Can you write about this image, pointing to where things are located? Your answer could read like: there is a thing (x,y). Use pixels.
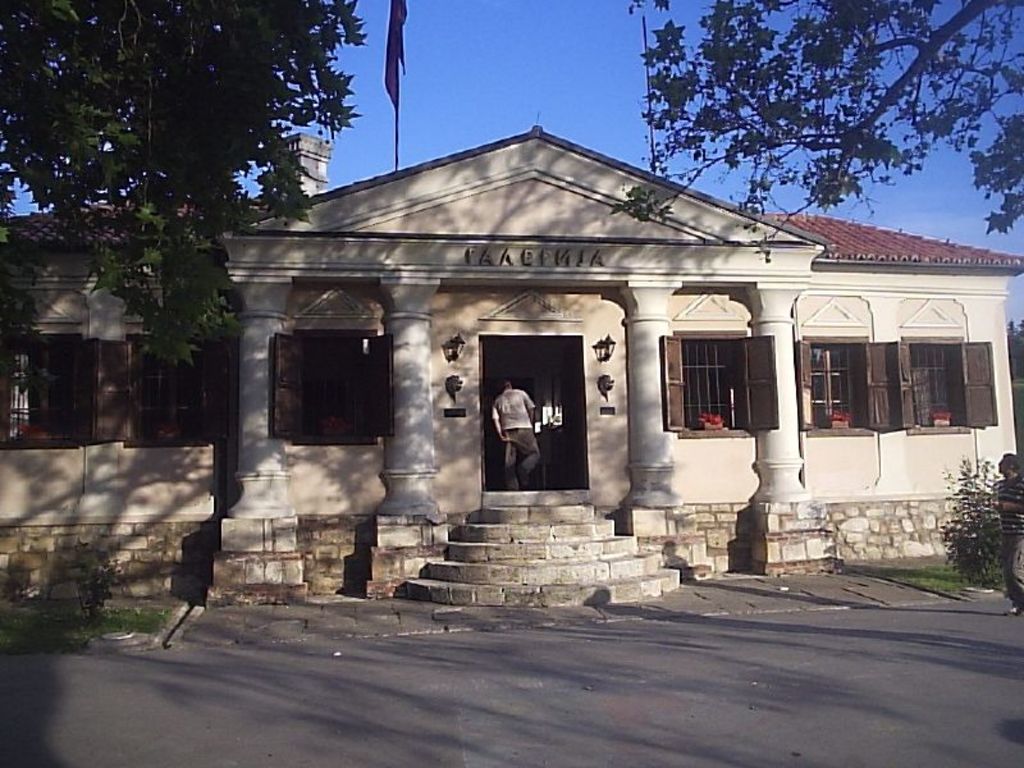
This picture is clicked outside on the road (805,655). On the right corner (1004,480) there is a person (1017,521) seems to be walking on the ground (891,645). In the center (426,330) we can see a building (486,301), person (529,411) standing on the floor (545,490), flag (405,66) and the trees (274,49). In the background (524,17) we can see the sky (532,43).
